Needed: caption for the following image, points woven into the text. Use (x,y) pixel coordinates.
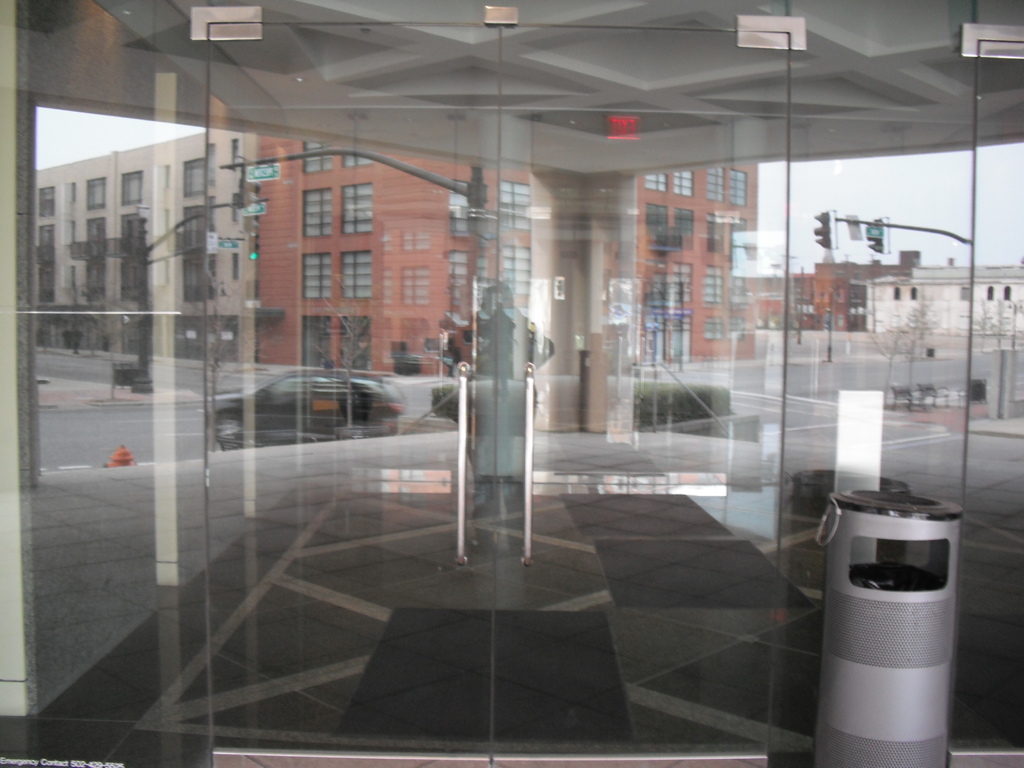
In this picture I can see glass door (394,517) through it we can see buildings (257,328), road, signal lights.
